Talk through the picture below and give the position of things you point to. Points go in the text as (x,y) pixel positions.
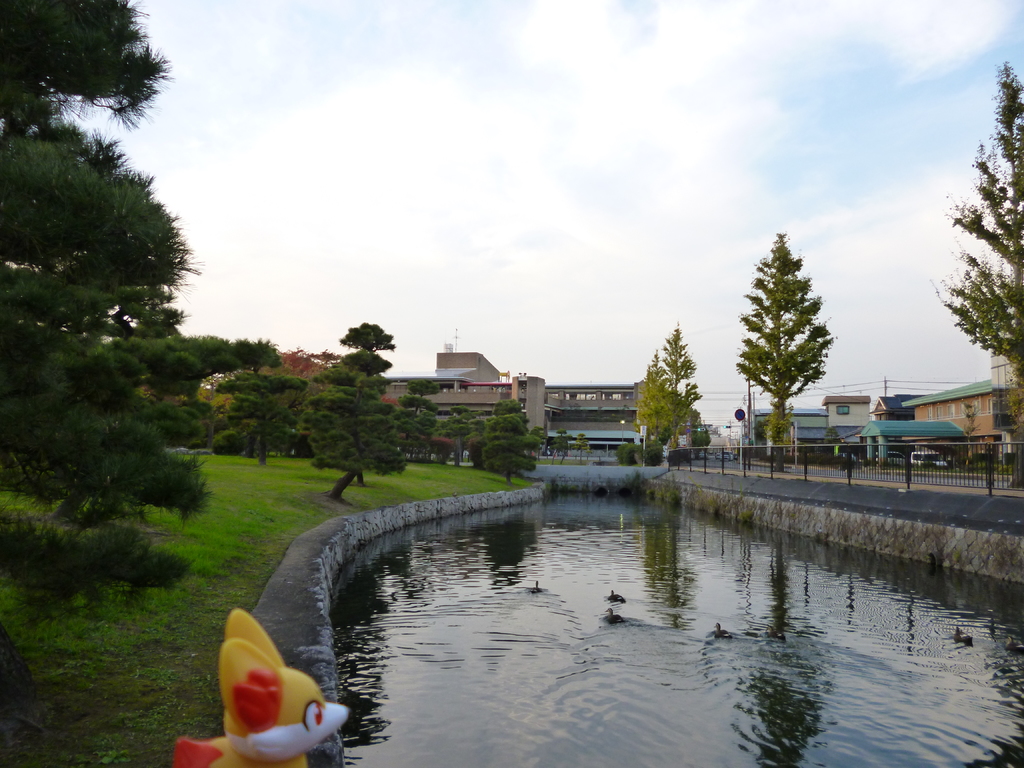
This is the picture of a place where we have a lake (668,587) and around there are some trees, plants (218,678), buildings (995,381) and houses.
